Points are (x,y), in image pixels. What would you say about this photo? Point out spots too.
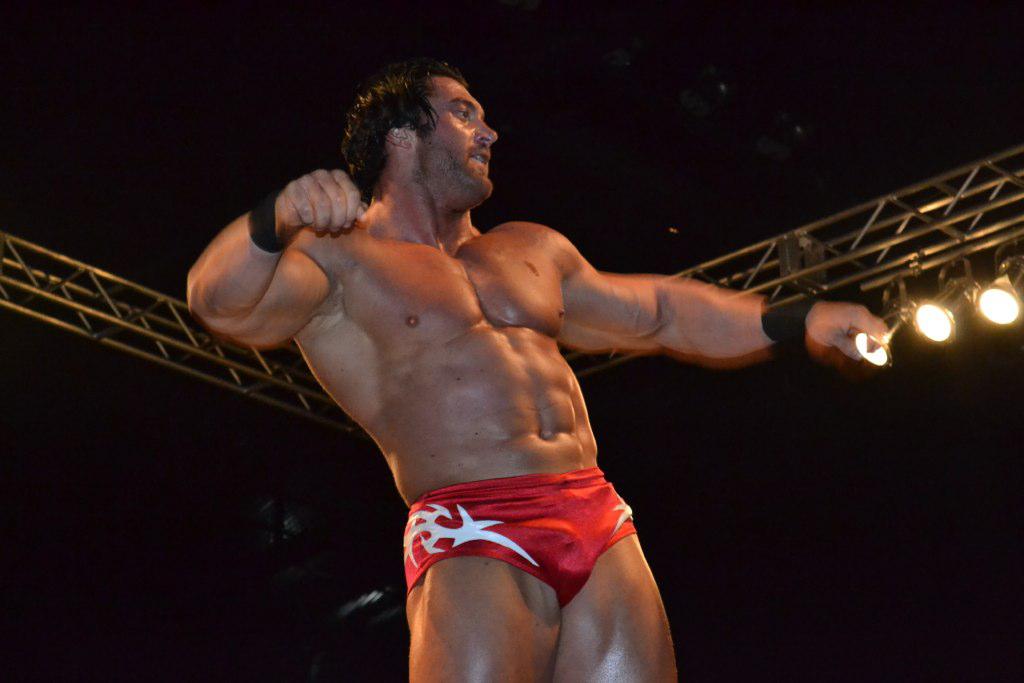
In this image I can see the person (430,324) standing and wearing the red color dress (509,530). To the side I can see the metal rods (984,241) many lights (899,312). And there is a black background (246,58).
